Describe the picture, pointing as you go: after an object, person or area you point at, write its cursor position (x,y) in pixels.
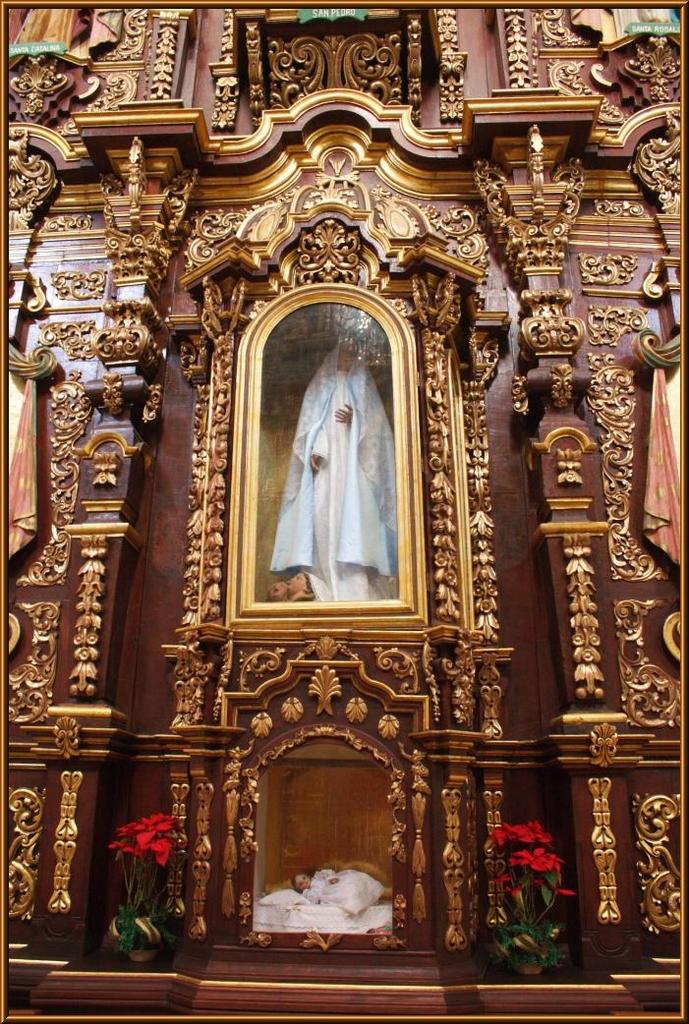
In this image in the center (306,605) there is one glass box (259,385), in that box (250,386) there is one statue (355,432) and in the background (134,516) there is a wall (156,614) and some pillars (199,579) and some decorations (198,933). At the bottom (541,936) there are two flower pots (524,937) and plants (535,928).
